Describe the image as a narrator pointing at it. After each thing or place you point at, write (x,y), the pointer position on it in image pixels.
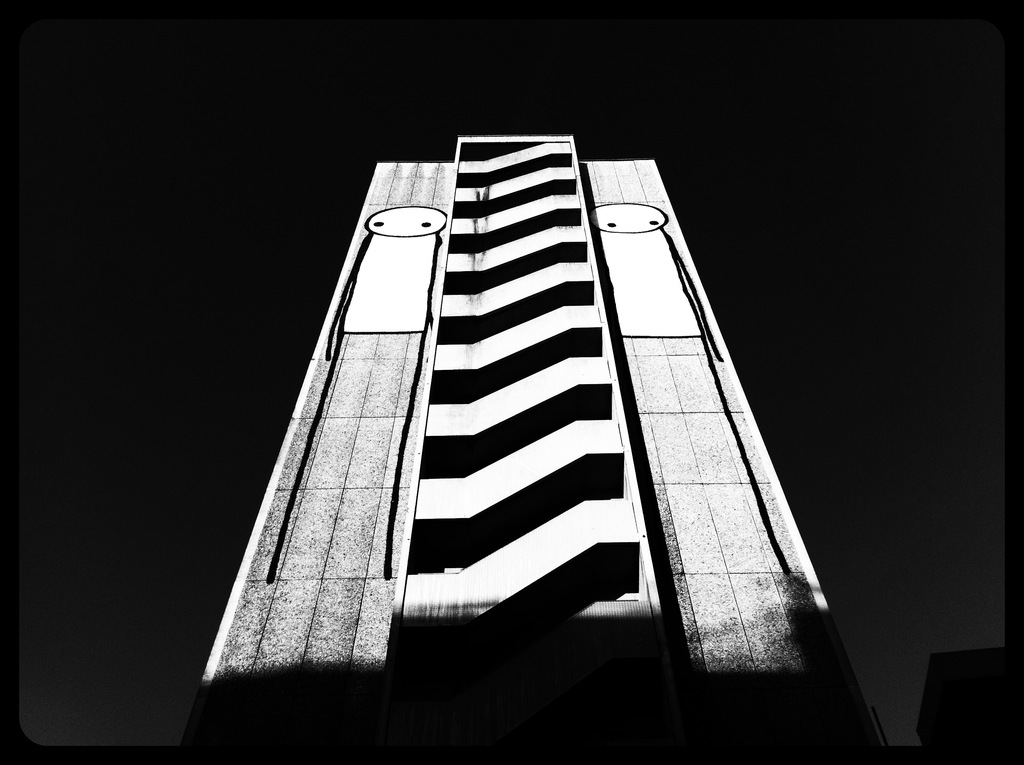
In this image I can see the white and black color building (379,426) with the black color sky (136,733).
